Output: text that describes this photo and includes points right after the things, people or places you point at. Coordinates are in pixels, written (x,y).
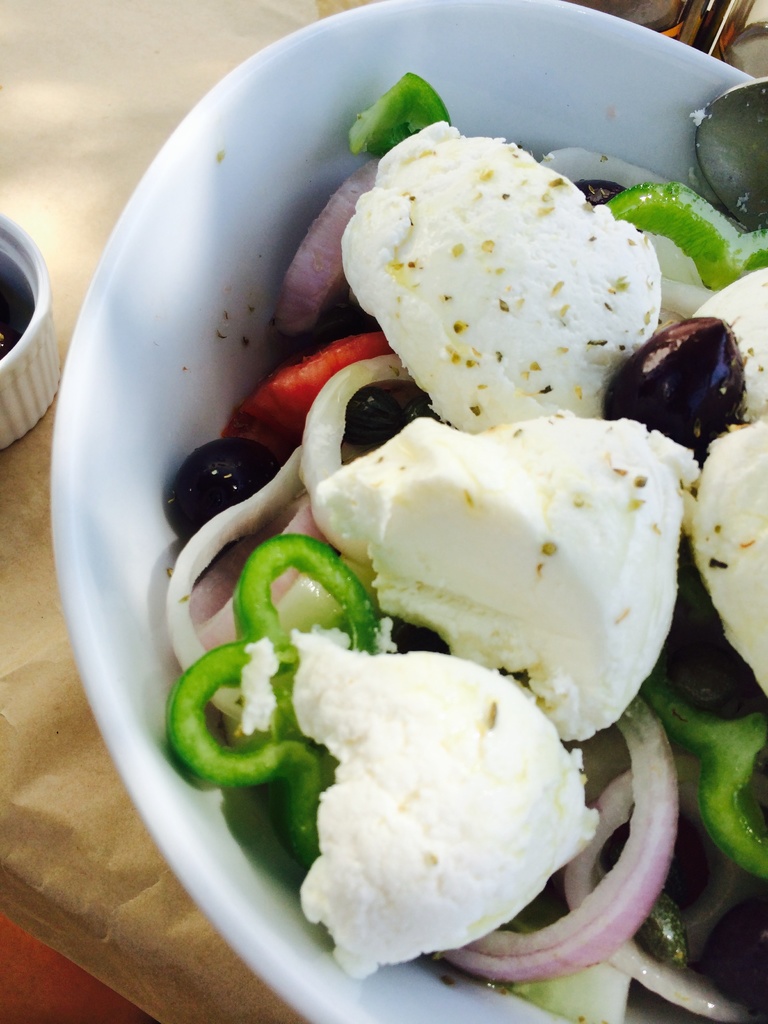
In this image I can see the cream colored surface (81,139) and on it I can see a cup (36,392) which is white in color and a white colored bowl (177,243). In the bowl (221,345) I can see a salad (435,507) which is green, red, white, black and cream in color.
